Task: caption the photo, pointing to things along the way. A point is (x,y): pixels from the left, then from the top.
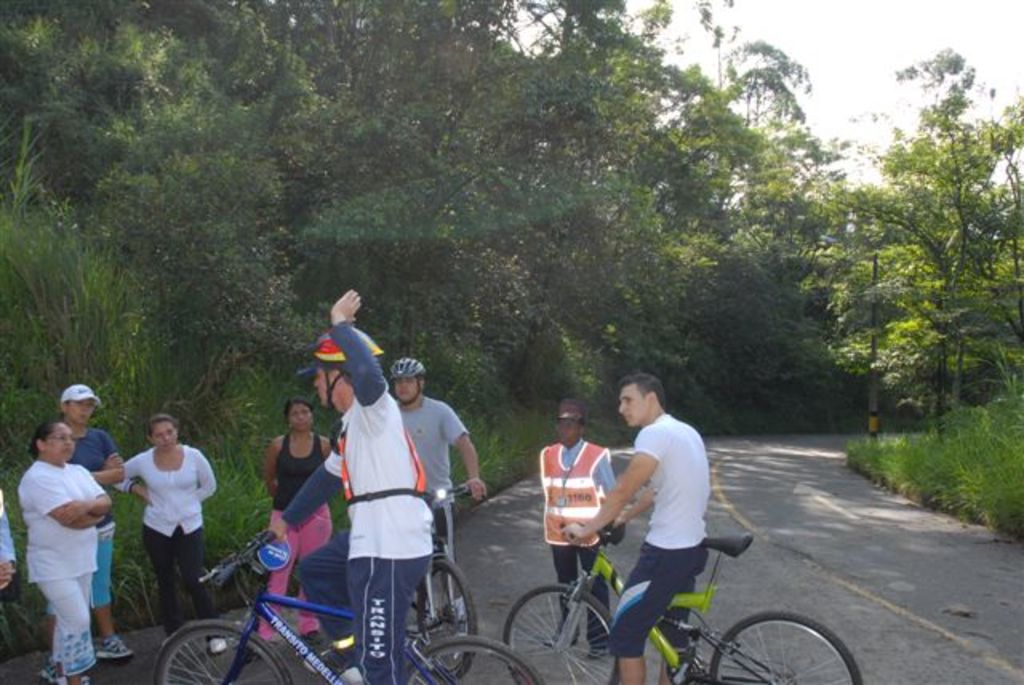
There are two members (666,549) sitting on the bicycle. One of the guy (354,389) is wearing a helmet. Some of the people (157,458) was standing and watching at him. In the background (445,493) there is another guy (436,460) sitting on the bicycle (440,492) and wearing a helmet (399,372) on the road (496,561). There are some trees (765,247) and a sky (834,70) here.
